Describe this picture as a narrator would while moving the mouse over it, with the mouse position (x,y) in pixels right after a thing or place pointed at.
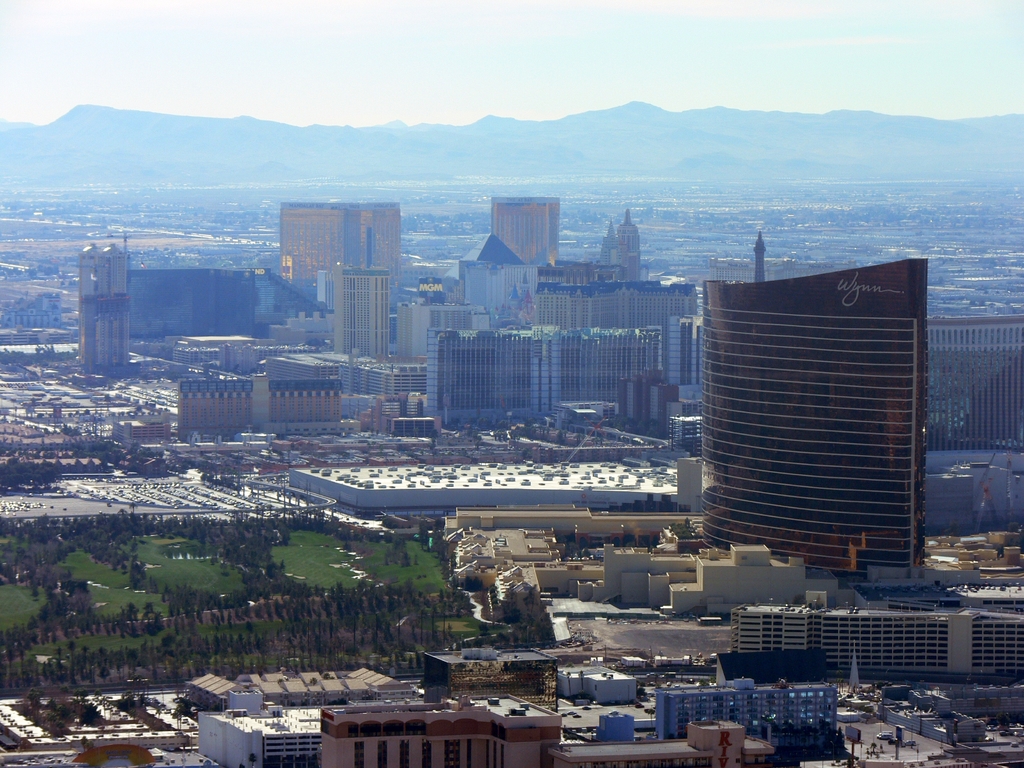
We can see buildings (232,717), trees (377,642), grass (323,553), vehicles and boards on poles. In the background (260,128) we can see hills (577,135) and sky (500,20).
